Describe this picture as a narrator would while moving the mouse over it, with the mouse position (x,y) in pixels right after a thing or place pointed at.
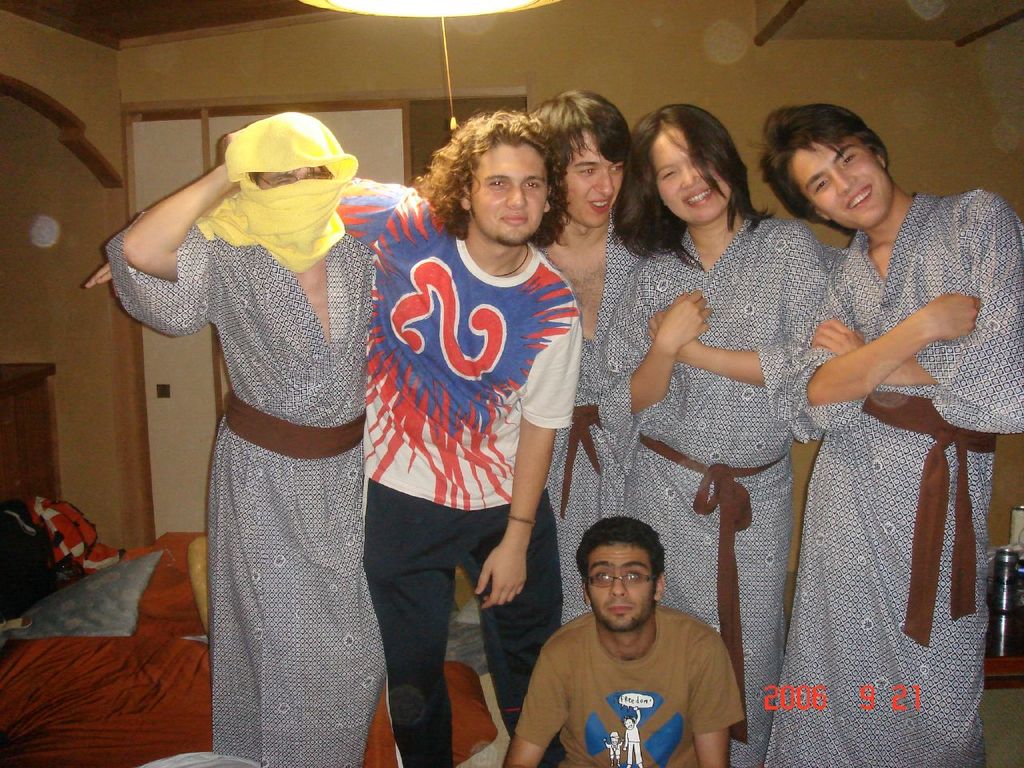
This is the picture of a room (100,454). In this image there are group of people (494,425) standing and smiling and there is a person (633,672) sitting. On the left side of the image (96,610) there are pillows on the bed (114,759) and there is a door (209,146). On the right side of the image (1011,506) there is a bottle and cup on the table (1013,679). At the top (453,15) there is a light (490,9).
